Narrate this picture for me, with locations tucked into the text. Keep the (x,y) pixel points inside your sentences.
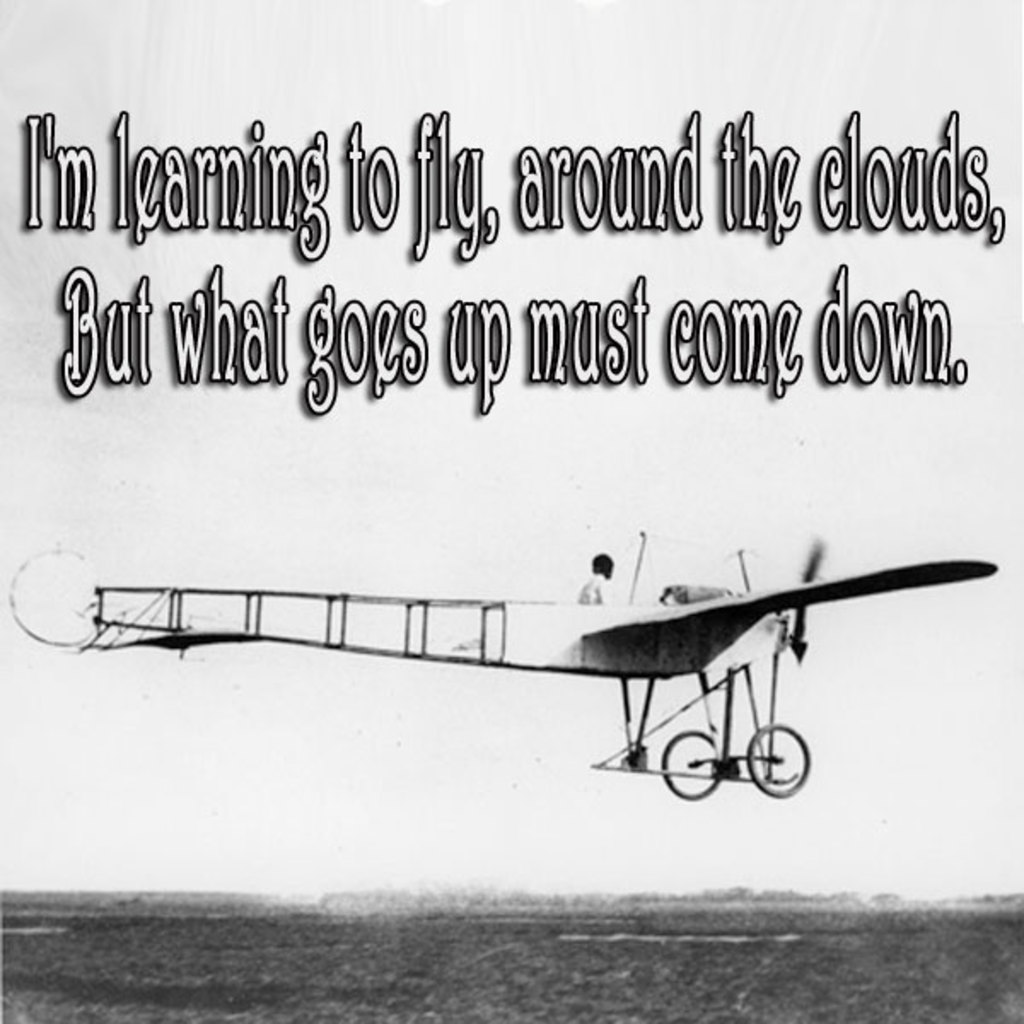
In this image I can see there is an aeroplane (702,679) in the middle (478,632), a man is sitting in it. At the top (845,168) there is the quote (558,234).
